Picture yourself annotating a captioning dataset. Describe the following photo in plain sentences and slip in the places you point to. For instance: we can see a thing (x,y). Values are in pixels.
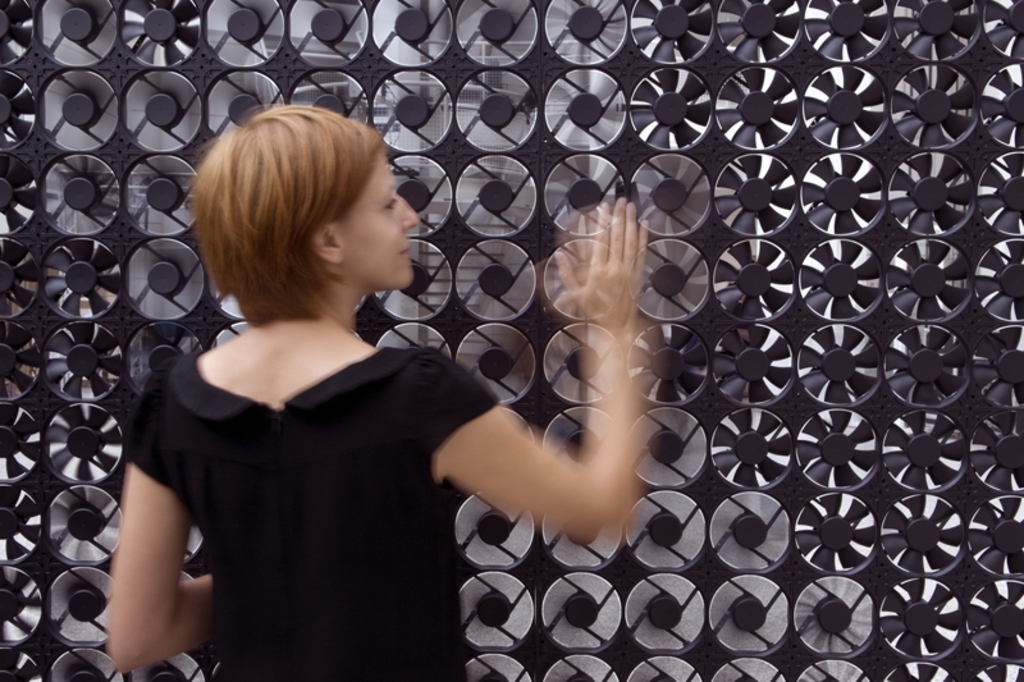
In this image we can see there is a girl (324,398) waving her hand (590,276) in front of the wall (481,221) of fans (478,211).
